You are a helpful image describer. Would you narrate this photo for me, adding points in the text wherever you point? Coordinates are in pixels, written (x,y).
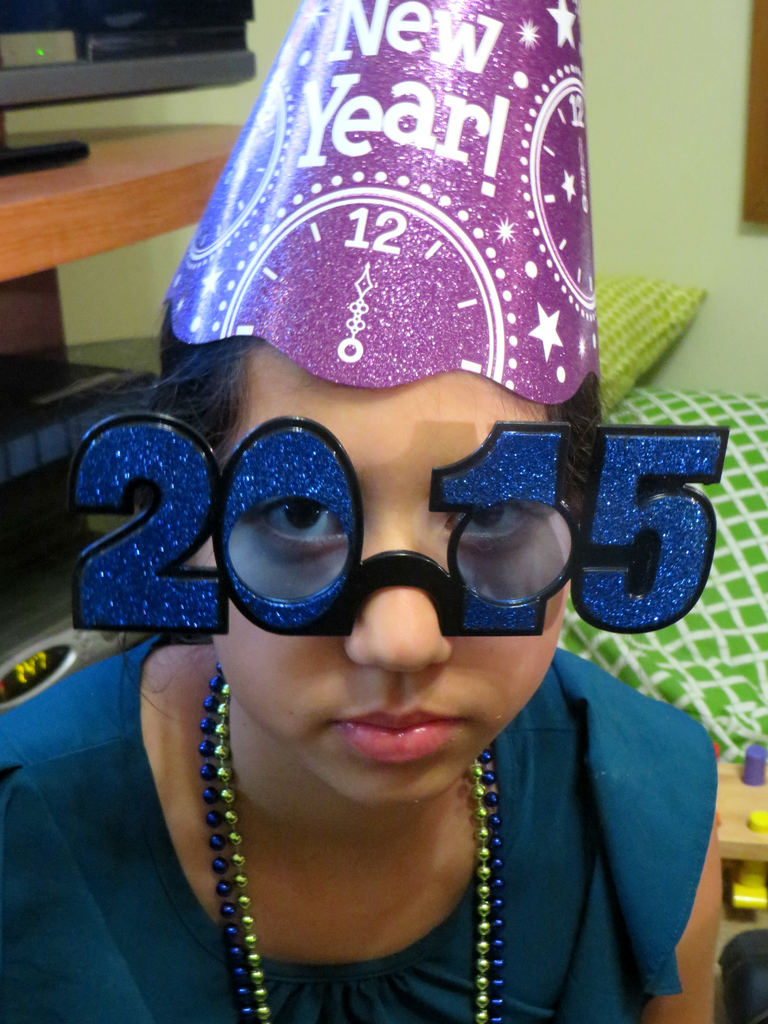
In this image, we can see a person (421,618) wearing fancy spectacles (378,573). We can also see the wall (644,228), a mat (744,695) and a pillow (659,329). We can also see a table (154,204) with an object (60,63). We can also see some objects (50,358) on the left (92,539).
